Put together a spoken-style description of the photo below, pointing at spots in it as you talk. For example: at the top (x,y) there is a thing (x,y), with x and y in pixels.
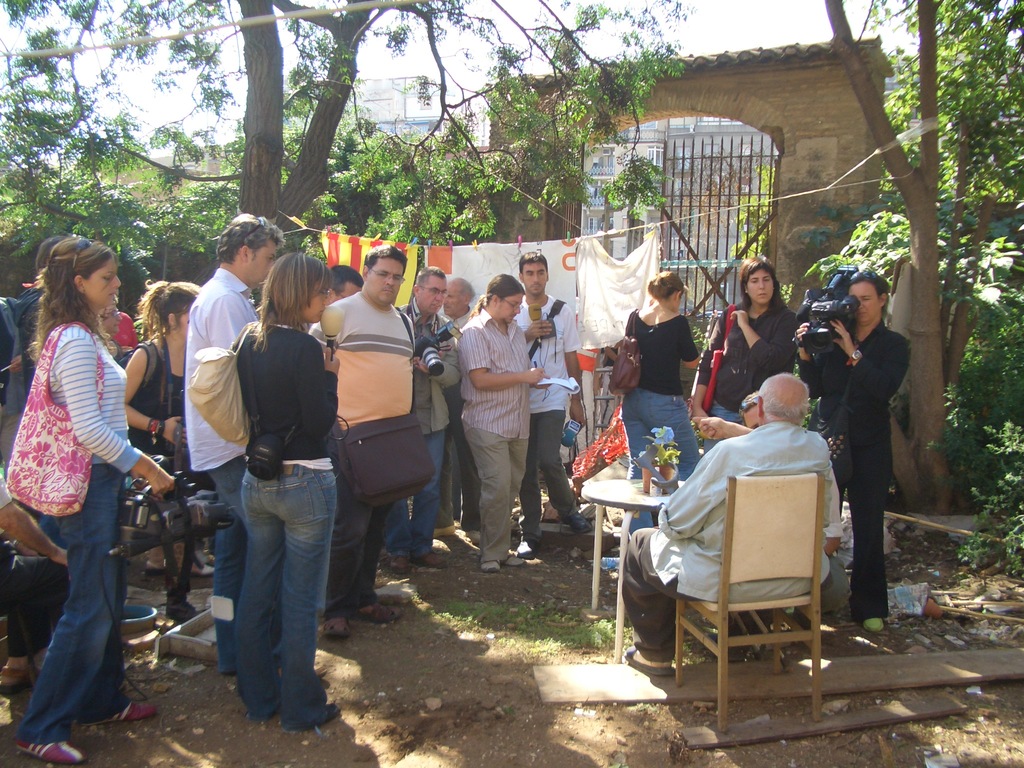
In this image there are group of people (768,330) who are standing on the right side (706,557) there is one man (720,515) who is sitting on a chair (722,564) in front of them there is one table (635,486). On that table (635,486) there is one flower pot (662,452) and on the background (421,79) there are some trees (82,146) and buildings (408,107) are there and in the center (490,256) there is one rope (661,222) and some clothes (514,248) are there. On the left side (168,492) there are some cameras (164,495) and on the bottom (374,695) there is sand (523,676).
